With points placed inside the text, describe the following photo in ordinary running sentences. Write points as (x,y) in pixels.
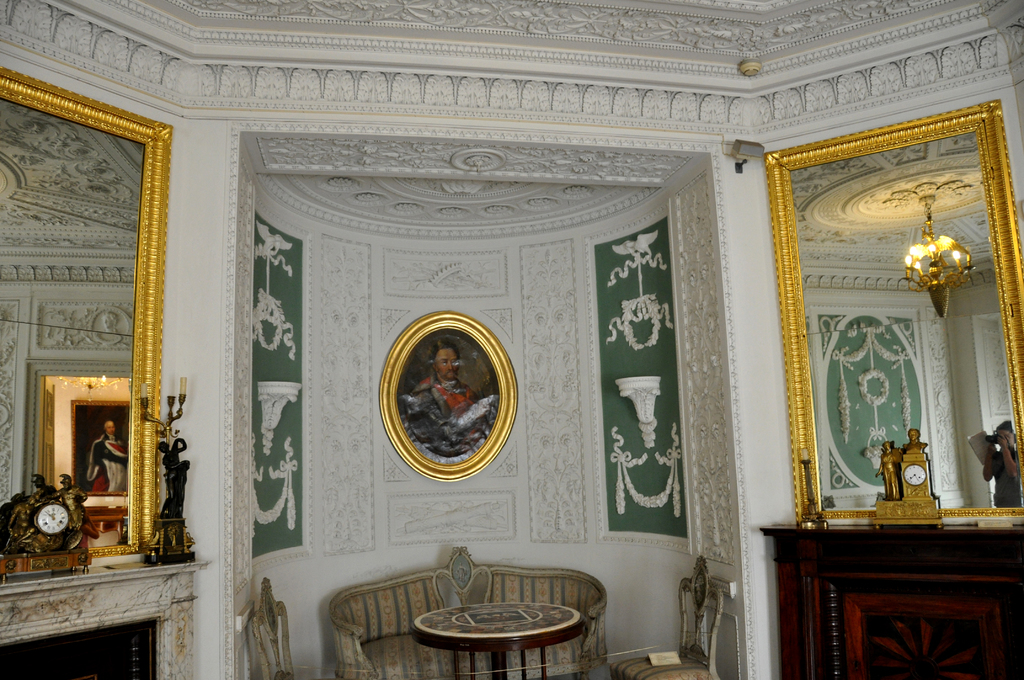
In this image I can see the inner part of the building (321,308). Inside the building (331,574) I can see the chairs (378,615) and tables (459,613). To the side there are mirrors (110,534) and there are some clocks (23,546) and statues (23,517) on the tables (859,539). I can also see the person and the lights (943,282) in the mirror (876,320).
